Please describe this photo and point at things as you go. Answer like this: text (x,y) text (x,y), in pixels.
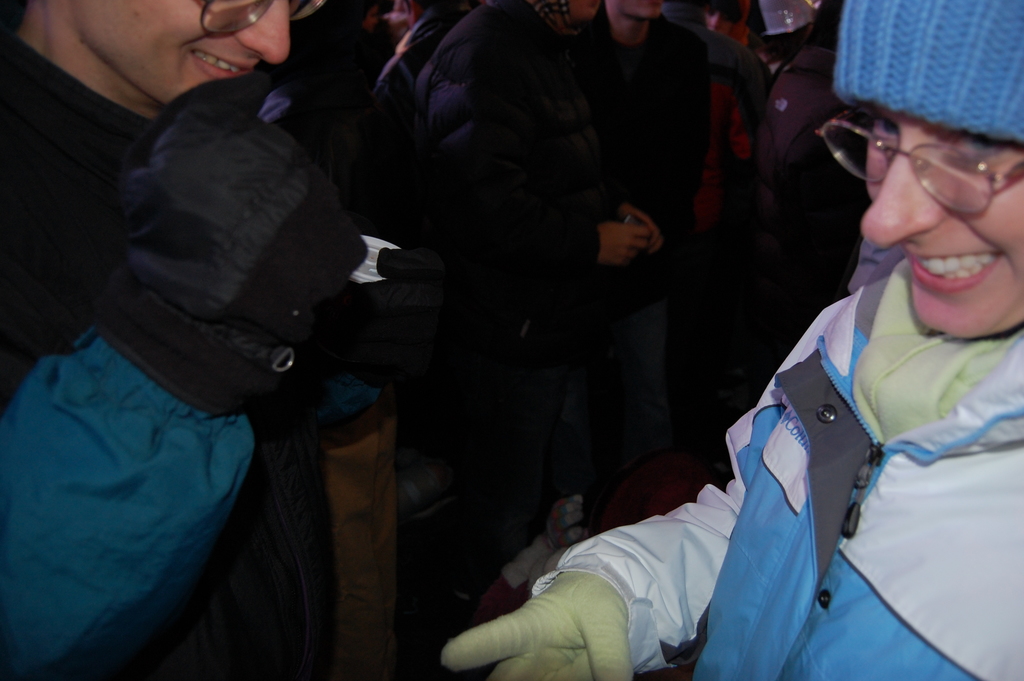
In the foreground of the picture (124,26) I can see two persons (1016,280) wearing a jacket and there is a smile on their face (283,7). In the background (689,15), I can see a few people (624,138) standing on the floor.
